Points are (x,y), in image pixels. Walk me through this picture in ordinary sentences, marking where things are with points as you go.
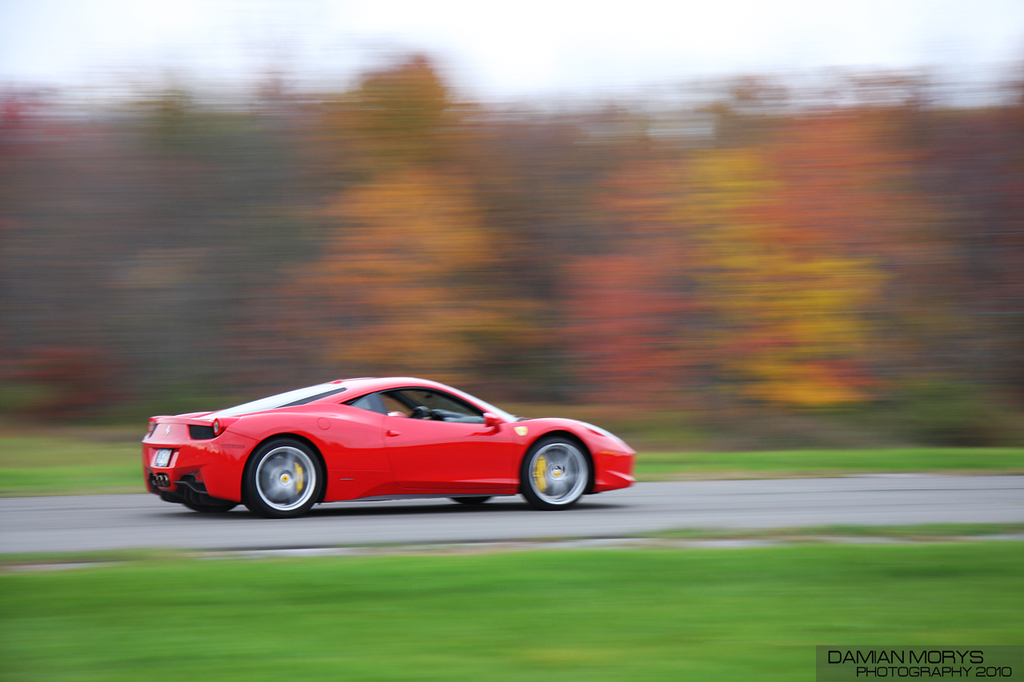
In the center of the image (411,398) there is a car (611,439) on the road (643,512). At the bottom of the image (591,607) there is grass (591,607) on the surface (541,647). In the background of the image (523,362) there are trees (493,196) and sky (591,70). There is some text (871,659) at the bottom of the image (871,659).
